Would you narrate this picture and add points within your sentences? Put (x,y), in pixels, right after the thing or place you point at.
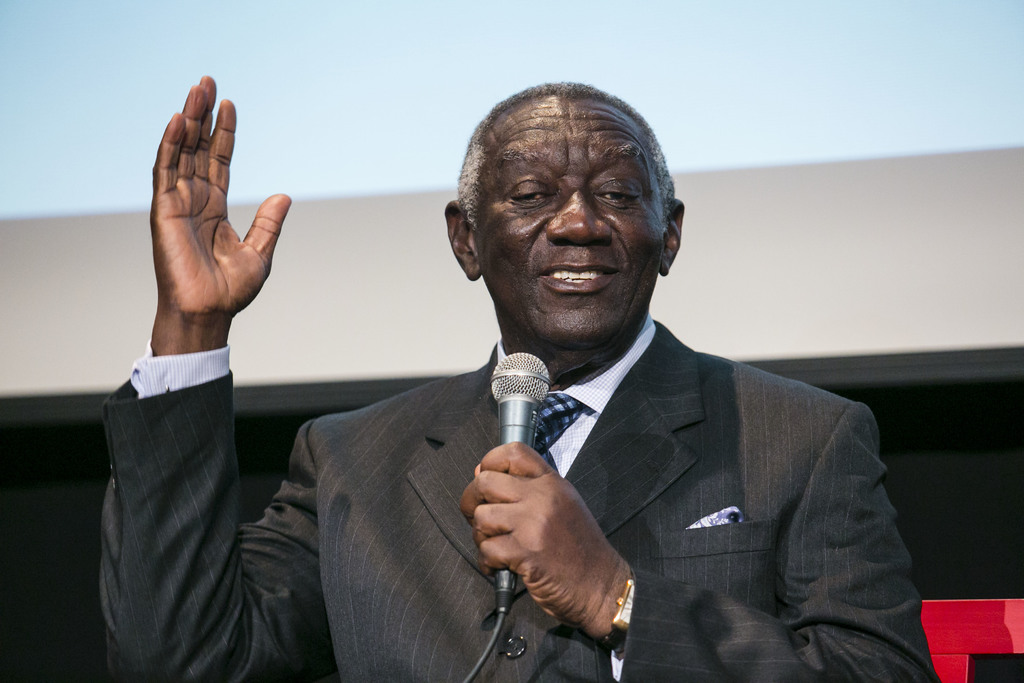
There is a man (473,390) who is talking on the mike (536,403). He is in a suit (694,507). And on the background (830,73) there is a screen (388,250).
